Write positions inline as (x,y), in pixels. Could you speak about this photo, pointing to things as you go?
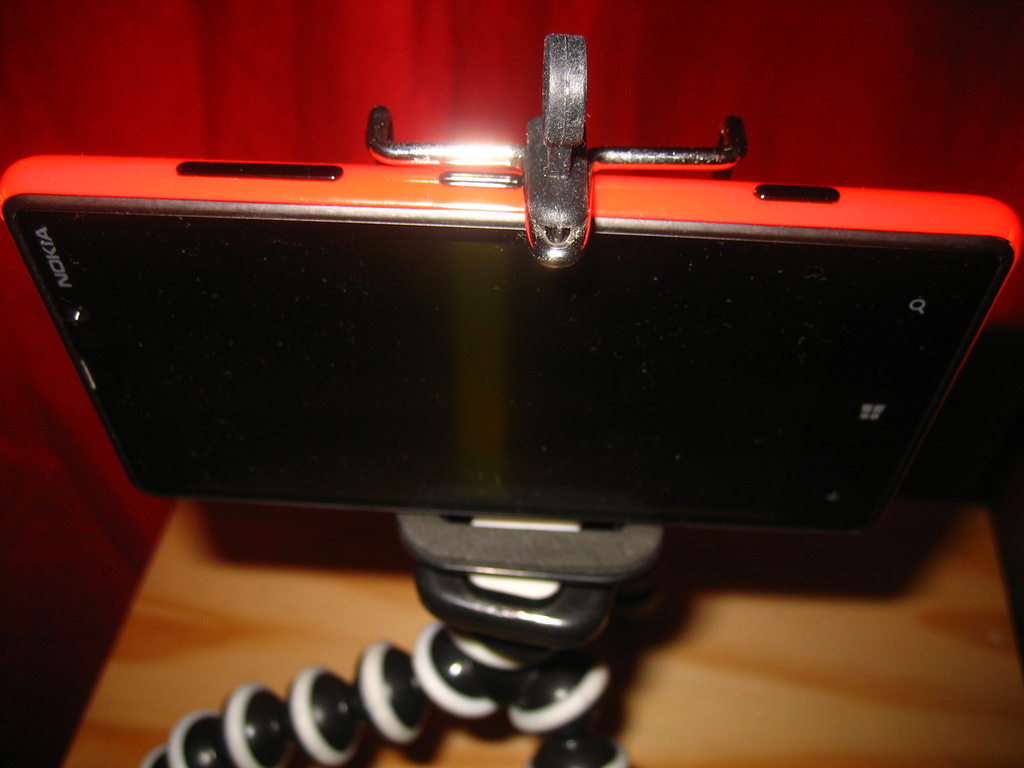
In this image there is a table (792,666) towards the bottom of the image (862,679), there is a stand (476,591) towards the bottom of the image (460,680), there is a mobile phone (434,327), at the background of the image (162,100) there is a curtain (137,104).
